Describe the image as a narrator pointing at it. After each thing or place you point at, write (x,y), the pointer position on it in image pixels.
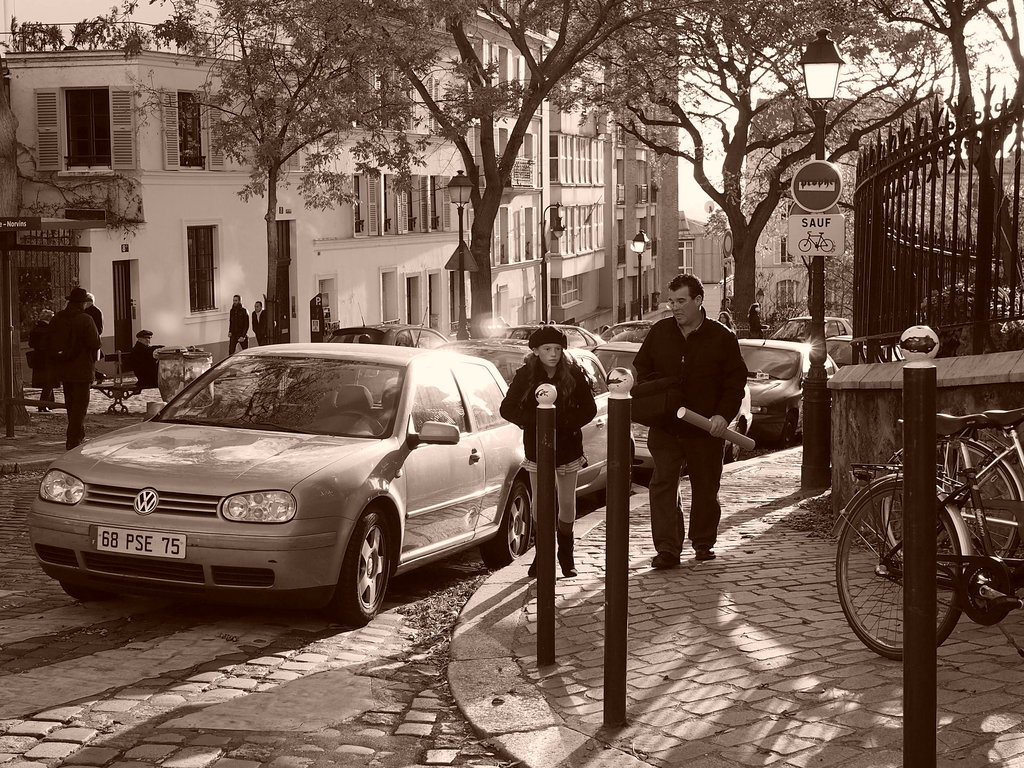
This is a black and white image. I can see few people (523,377) walking and a person (140,358) sitting on a bench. There are vehicles (469,377) on the road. I can see the buildings (445,75), trees (570,78) and street lights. On the right side of the image (911,471), there are two bicycles (886,536), lane poles (617,617), signboards (804,233) and the iron grilles (906,228).
